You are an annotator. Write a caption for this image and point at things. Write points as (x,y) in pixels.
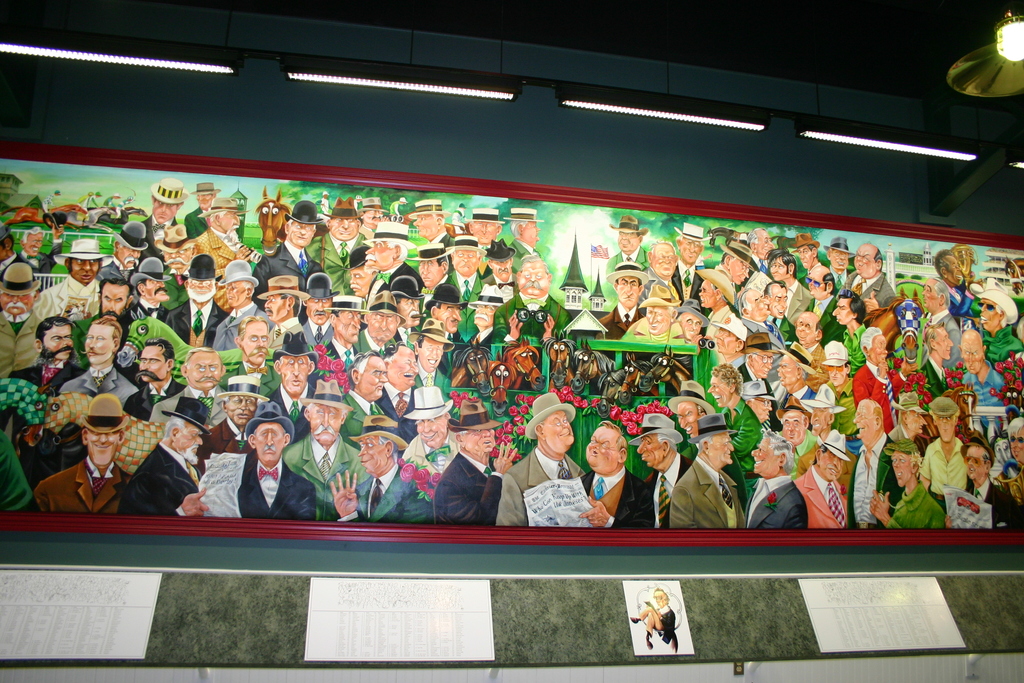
In this image I can see the board (362,464) to the wall (209,125). In the board (603,346) there are many people (436,412) with different color dresses (679,470) and also with the hats (417,298). I can see the lights (300,65) in the top (681,119).
